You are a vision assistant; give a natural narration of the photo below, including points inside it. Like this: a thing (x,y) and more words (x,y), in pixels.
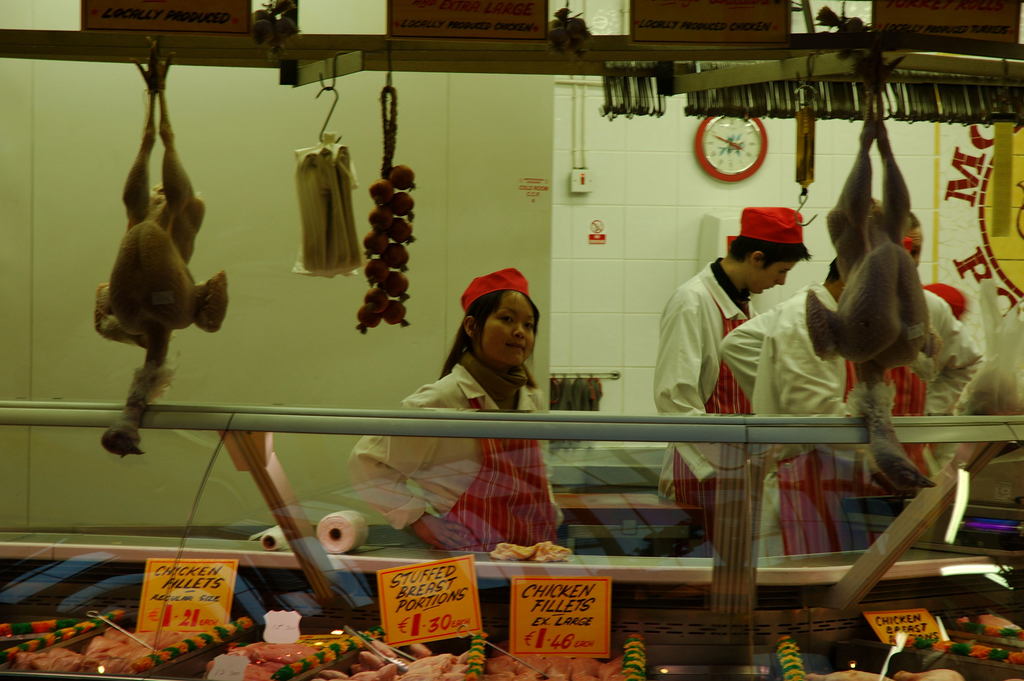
In the picture I can see the glass display cabinet (647,484) at the bottom of the image (615,676) and I can see the chicken recipes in the glass display cabinet (675,607). I can see a few persons (733,378) wearing the white color clothes (758,376). There is a clock (744,177) on the wall (707,199). I can see the hanger stand (982,59) at the top of the picture (967,44) and I can see two chickens (178,175) hanging in the stand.
